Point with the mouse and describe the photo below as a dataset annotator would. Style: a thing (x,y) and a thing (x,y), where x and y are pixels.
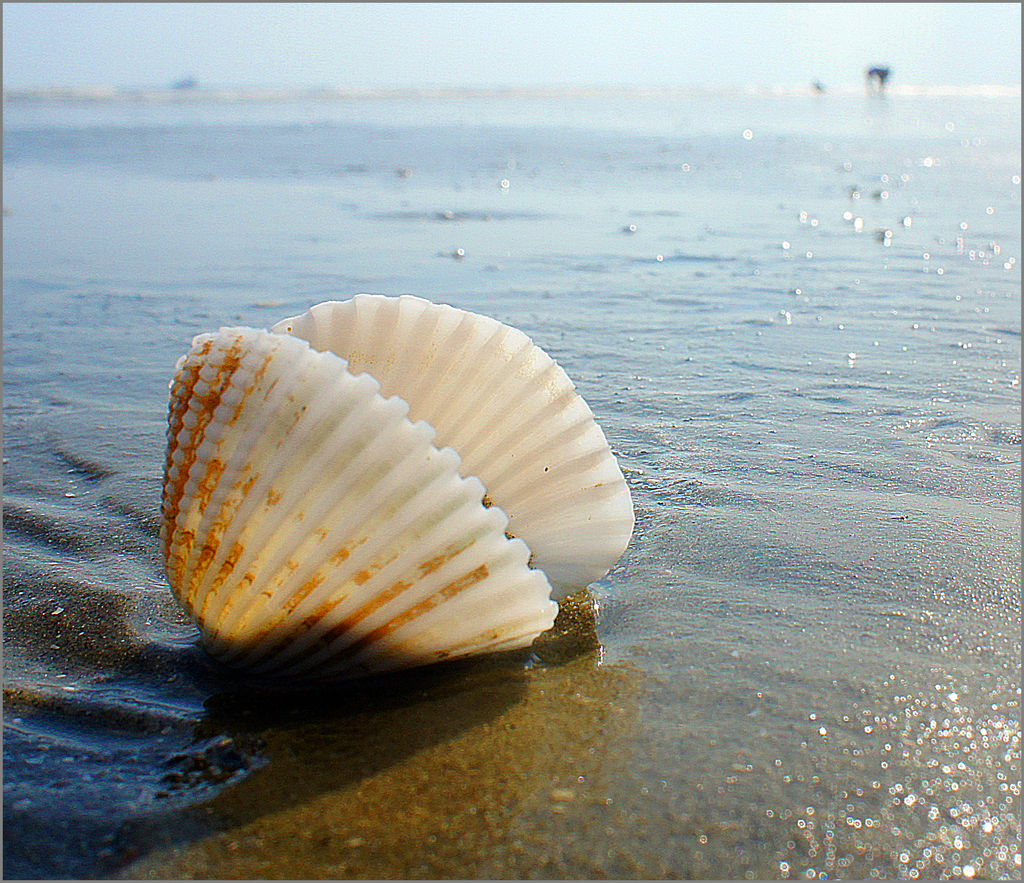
In this image I can see a shell (402,557). In the background (492,250), I can see the water (492,250).
